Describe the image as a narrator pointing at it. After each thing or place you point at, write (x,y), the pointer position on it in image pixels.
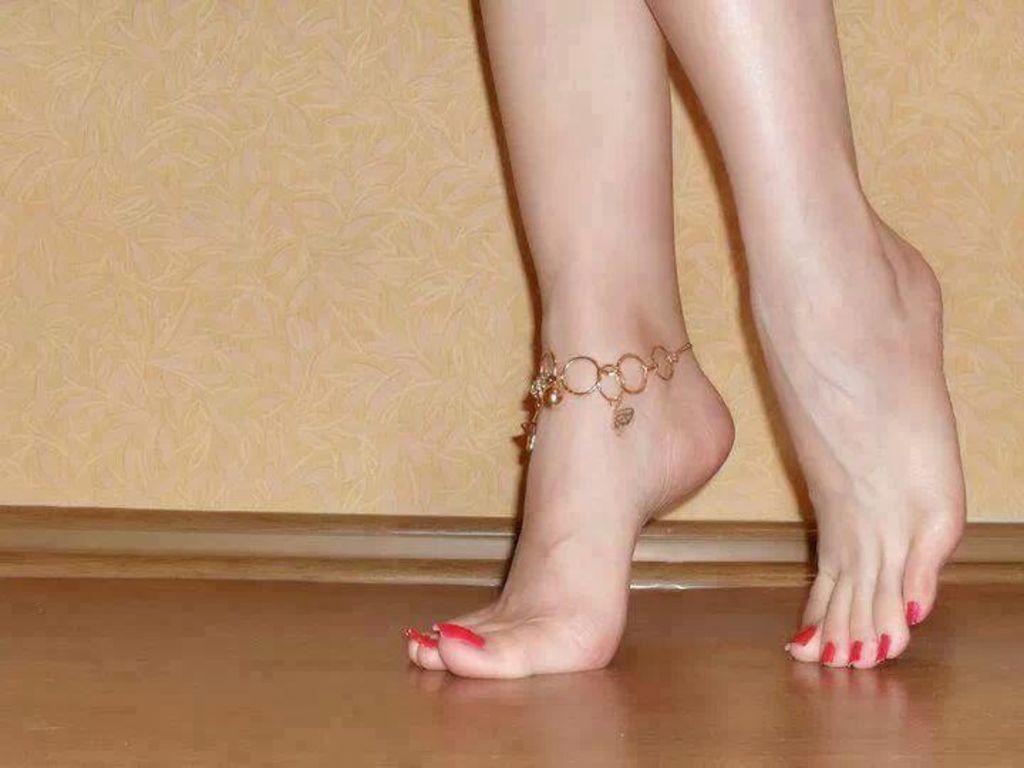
Here I can see a person's legs (814,253) on the floor (441,711). In the background (224,282) there is a wall (244,265). I can see a chain (550,387) to one leg (598,390) which is the left side and also I can see red color nail polish (462,631) to the fingers (811,654).
